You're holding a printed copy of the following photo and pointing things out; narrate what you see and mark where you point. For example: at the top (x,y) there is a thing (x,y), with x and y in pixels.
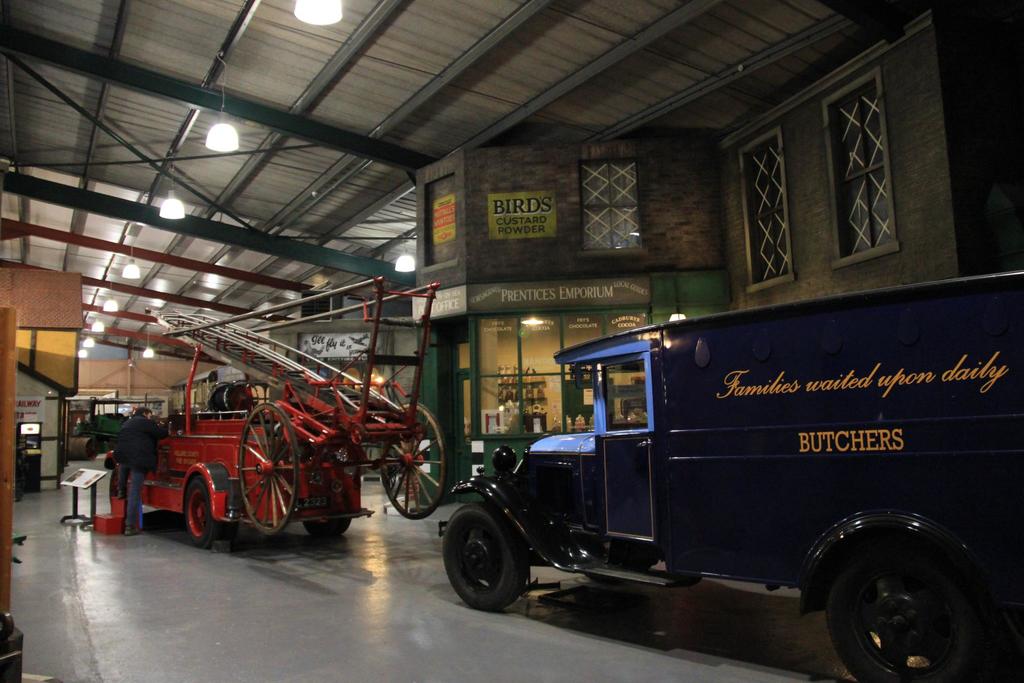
In this image I can see the ground (263,595) and two vehicles (295,484) which are red, black and blue in color on the ground (291,613). I can see a ladder (308,364) on the vehicle (171,476). I can see a person (117,457) standing, the ceiling (303,177), few lights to the ceiling (178,145), the building (423,252), few windows (484,331) of the building (703,241) and few other objects (8,496).
